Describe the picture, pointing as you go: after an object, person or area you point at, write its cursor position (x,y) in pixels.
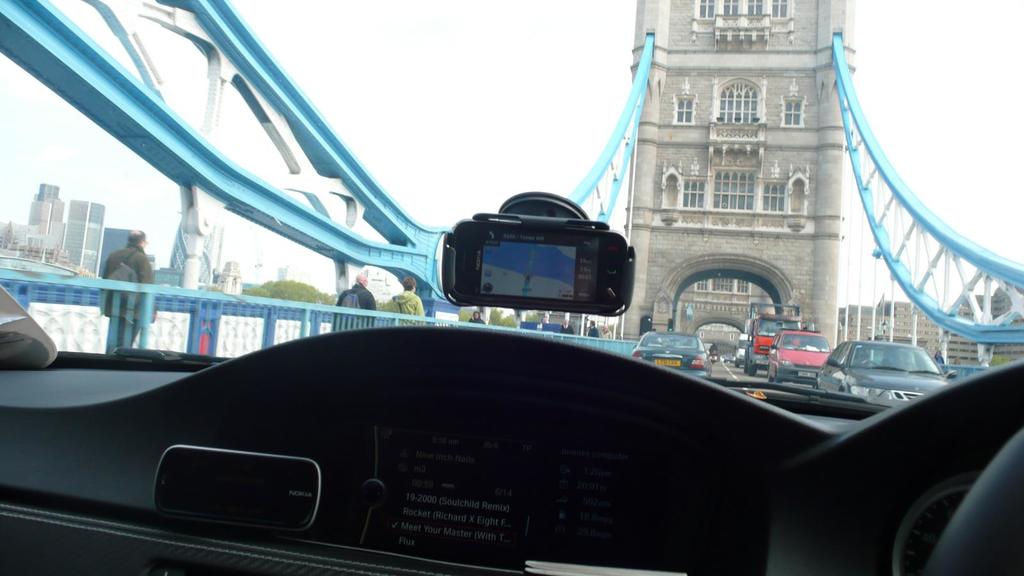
In this image we can see an interior (370,402) of a vehicle (574,457). In the vehicle (401,477) we can see a screen (582,447) on which we have some text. On the glass (670,274) of the vehicle (488,189) an object (513,240) is attached and on the object screen (578,274) we can see the navigation (577,257). Through the glass (891,143) we can see vehicles (884,386), bridge (450,306) and buildings (897,311). On the left side (333,315), we can see a fencing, persons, building (209,253) and trees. On the right side (909,328), we can see the buildings (968,346). At the top (534,138) we can see the sky (432,119).
